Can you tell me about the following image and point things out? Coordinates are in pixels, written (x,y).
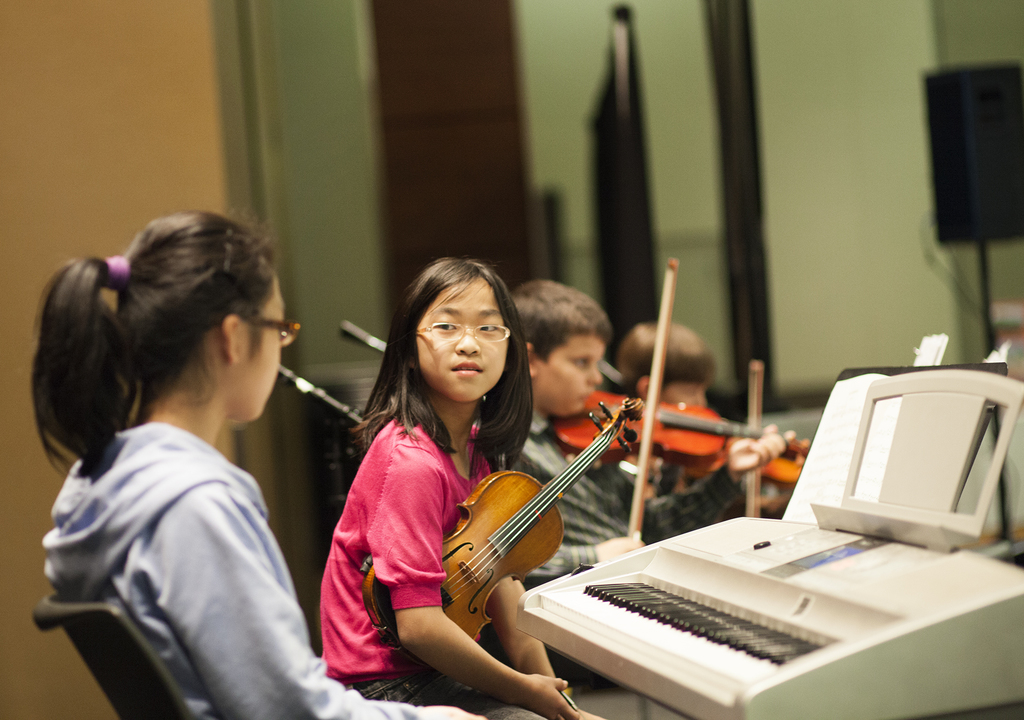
In this picture we can see a woman (164,539) is seated on the chair (167,694) in front of keyboard (719,685), besides to her a girl (408,468) is holding a violin (471,542) in her hands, in the background (551,415) we can see two boys (544,455) are playing violin (667,439) and also we can see a sound system (956,180).
